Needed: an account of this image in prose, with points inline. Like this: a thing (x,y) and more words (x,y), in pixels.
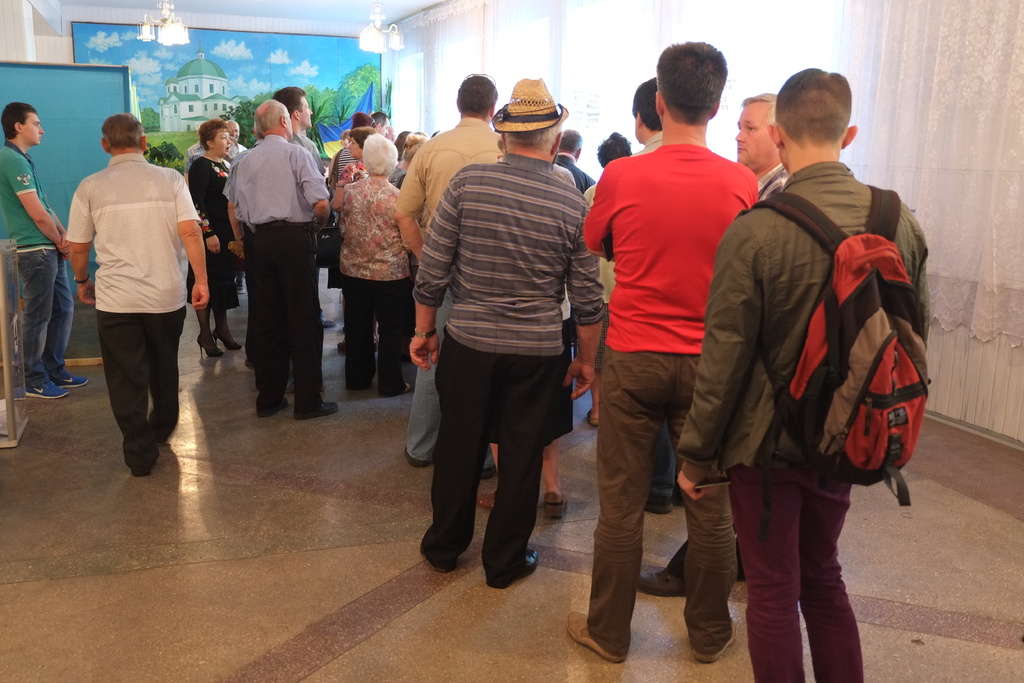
In this image there are a group of people (467,274) who are standing, and some of them are wearing bags (843,351). At the bottom (289,465) there is a floor (38,612), in the background (201,83) there are some paintings (311,60) and on the top of the image (178,34) there are two lights (166,29). On the right side (952,147) there is a window (836,44) and some curtains (860,76).
